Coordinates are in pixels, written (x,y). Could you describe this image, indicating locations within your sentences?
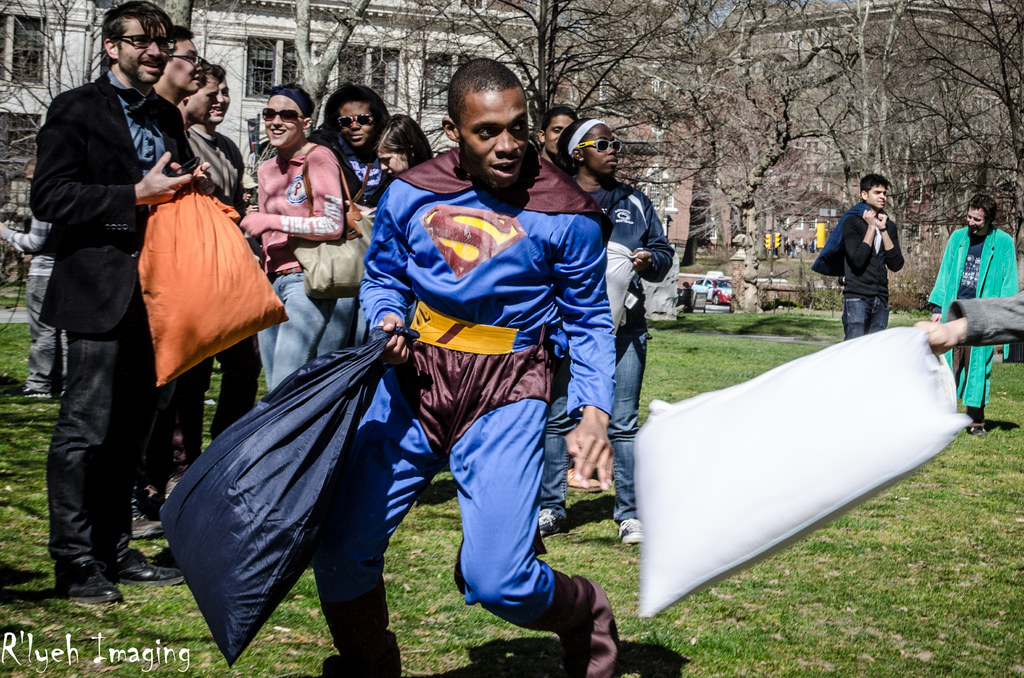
In this image there are group of persons (449,254) standing, the persons (420,275) are holding an object (379,348), there is a person's hand (944,340) towards the right of the image (984,316), there is grass (787,653) towards the bottom of the image (98,654), there is text (98,633) towards the bottom of the image (132,649), there is a car (701,290), there are traffic lights (822,240), there are trees (755,64) towards the top of the image (682,36), at the background of the image (203,36) there are buildings (375,59), there are windows (370,72).
